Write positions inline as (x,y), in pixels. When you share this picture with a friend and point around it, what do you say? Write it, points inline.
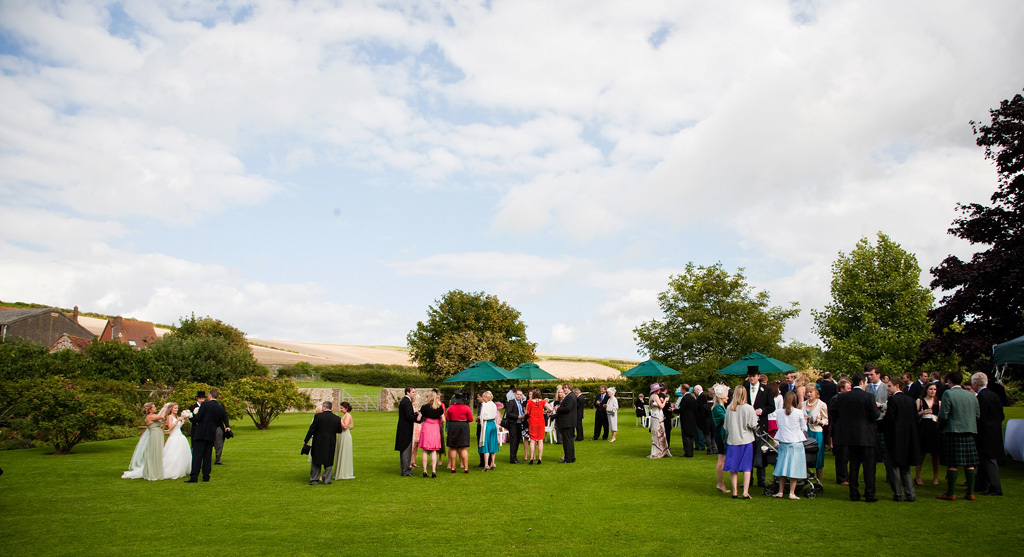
This image consists of many people (434,447) standing in the garden (457,493). At the bottom (490,534), there is green grass (500,534). On the left (105,324), there are two houses (116,330). In the background (614,364), there is a mountain (377,350). At the top (423,143), there are clouds (414,166) in the sky (416,179).
